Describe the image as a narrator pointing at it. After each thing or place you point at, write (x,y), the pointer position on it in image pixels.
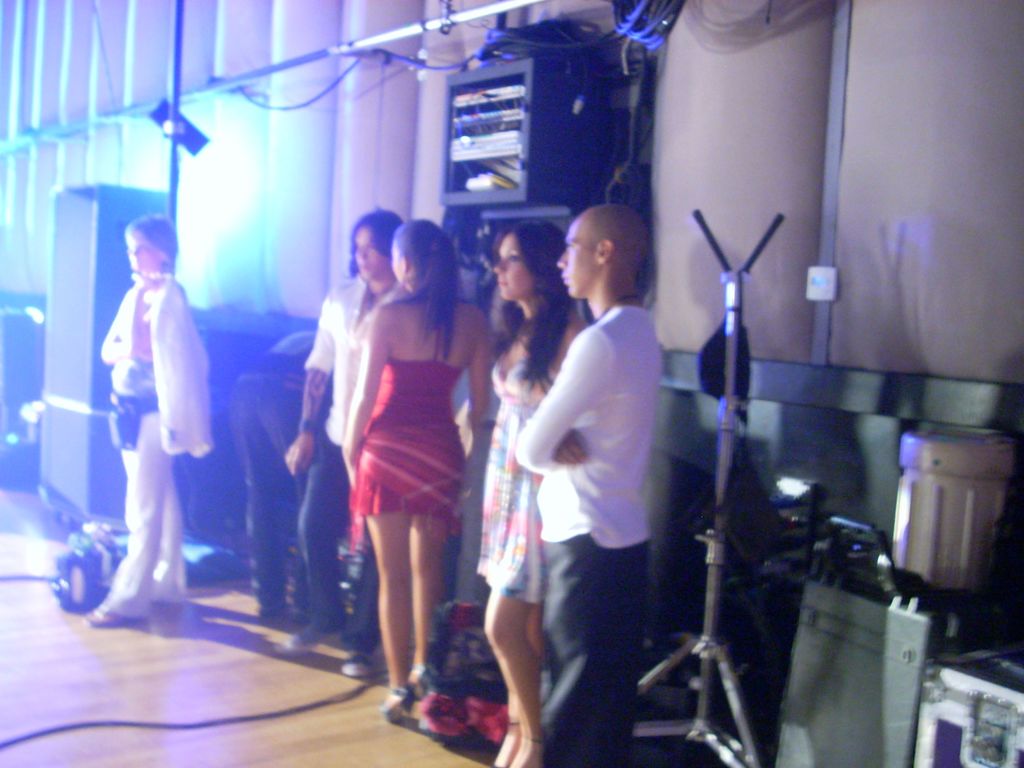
In this picture we can see some girls (387,419) standing and looking on the left side (175,327). Behind there is a black color box (584,187), hanging on the wall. On the left corner (76,247) there is a black speaker (116,455). In the background (879,205) we can see the cushion wall (420,138).
